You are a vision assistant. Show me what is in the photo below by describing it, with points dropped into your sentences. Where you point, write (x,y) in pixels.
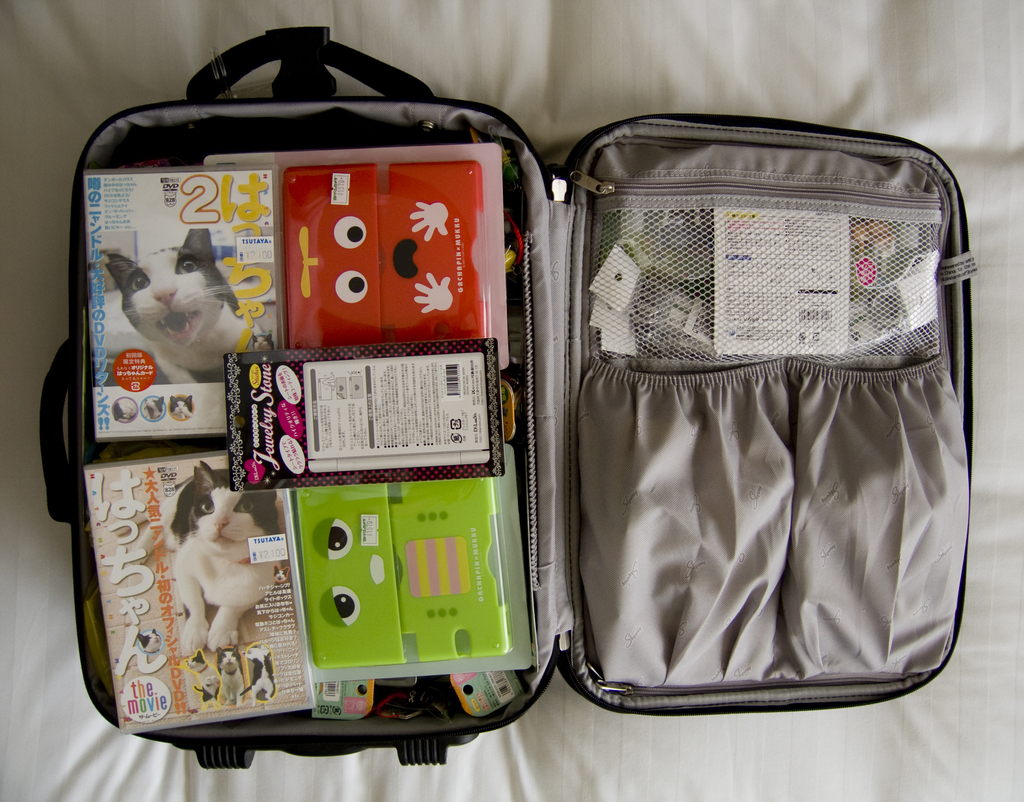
In this picture there is a suitcase (537,177) with some objects (323,379) kept in it and there is a handle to it, on to right (688,309) there are some other objects (785,301) placed in this pocket (737,292) and it is placed on a white cloth (162,782) and this suitcase (420,725) has also some wheels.
